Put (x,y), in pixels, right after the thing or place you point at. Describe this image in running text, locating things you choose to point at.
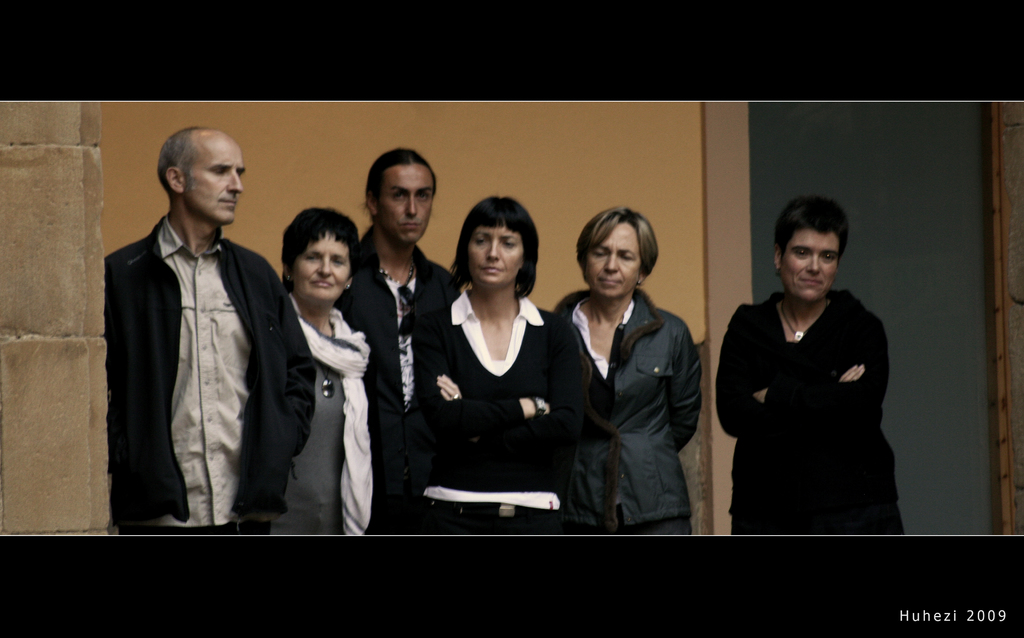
This is an edited image. In this image we can see some persons (640,335). In the background of the image (574,251) there is a wall (679,168) and an object (822,156). On the left side of the image (66,204) there is a wall (77,285). At the top (9,68) and bottom of the image (382,620) there is a dark view (380,616). On the image there is a watermark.
